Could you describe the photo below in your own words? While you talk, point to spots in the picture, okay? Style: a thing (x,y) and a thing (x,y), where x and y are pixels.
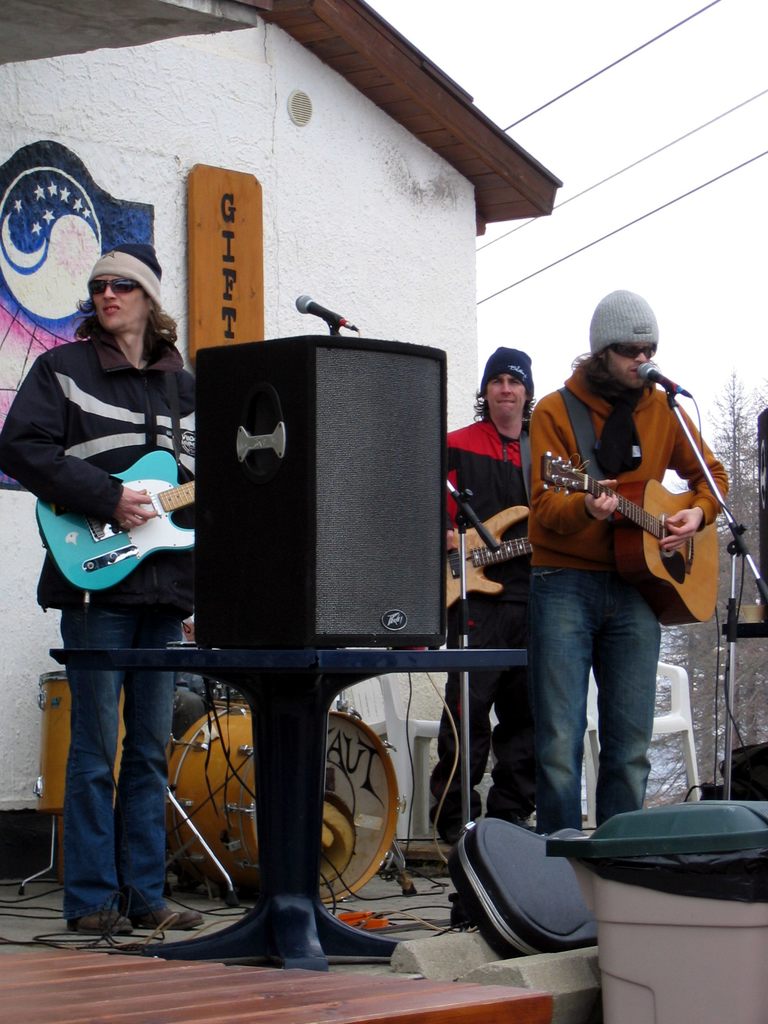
These three persons (118,364) are standing and holding guitar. We can see microphones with stands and wall (4,665), musical instruments (58,753). This is sky (569,9).
